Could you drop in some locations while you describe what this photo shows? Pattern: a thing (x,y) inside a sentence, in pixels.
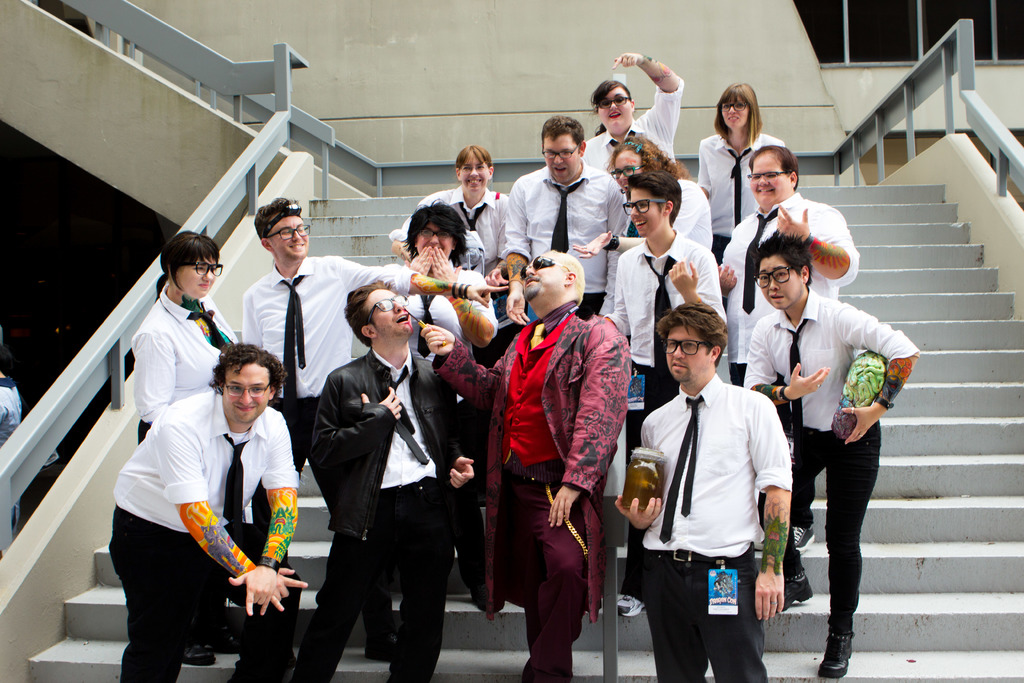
In the middle of this image (580,293), there is a person (548,302) in red color shirt (524,399), holding a stick (433,332) and placing it in the hole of a nose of a person (399,390) who is in a suit (356,398). Around these two persons (595,534), there are persons (649,409) in white color shirts (268,326) on the steps (629,669). On both sides of these steps (583,673), there is a fence (8,501). In the background (837,58), there is a wall (571,21) and glass windows (889,26).
